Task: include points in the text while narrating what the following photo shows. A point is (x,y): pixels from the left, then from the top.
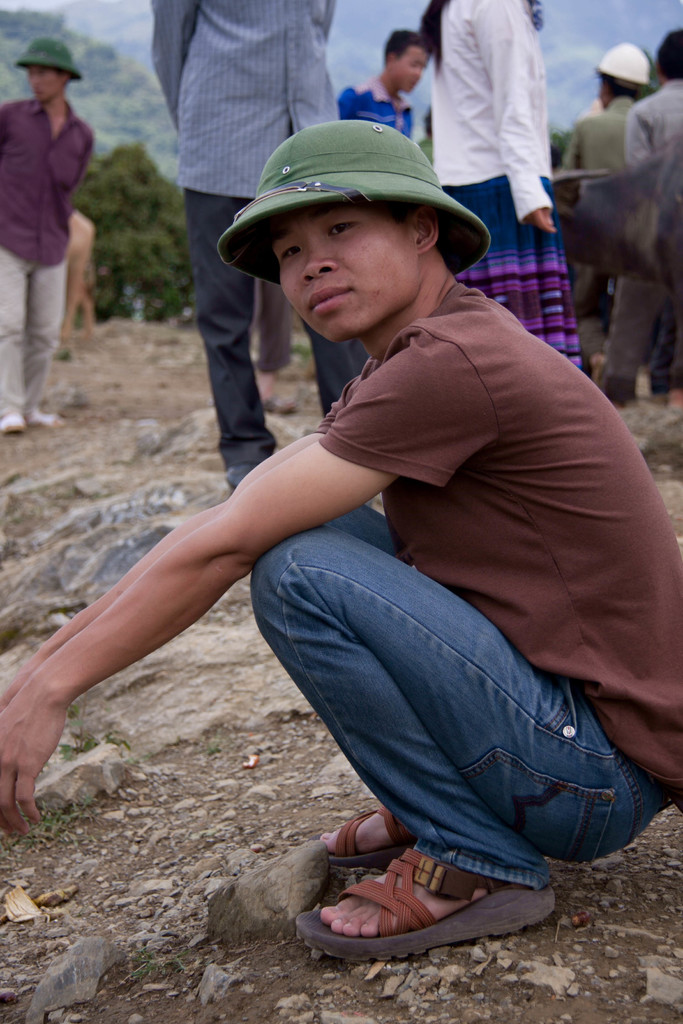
In this image we can see a boy (362,667) sitting on the ground (148,846) wearing a green hat (399,173), back of the person (474,423) there are few more persons (259,29) standing. In the background (118,184) there are trees (121,185).
